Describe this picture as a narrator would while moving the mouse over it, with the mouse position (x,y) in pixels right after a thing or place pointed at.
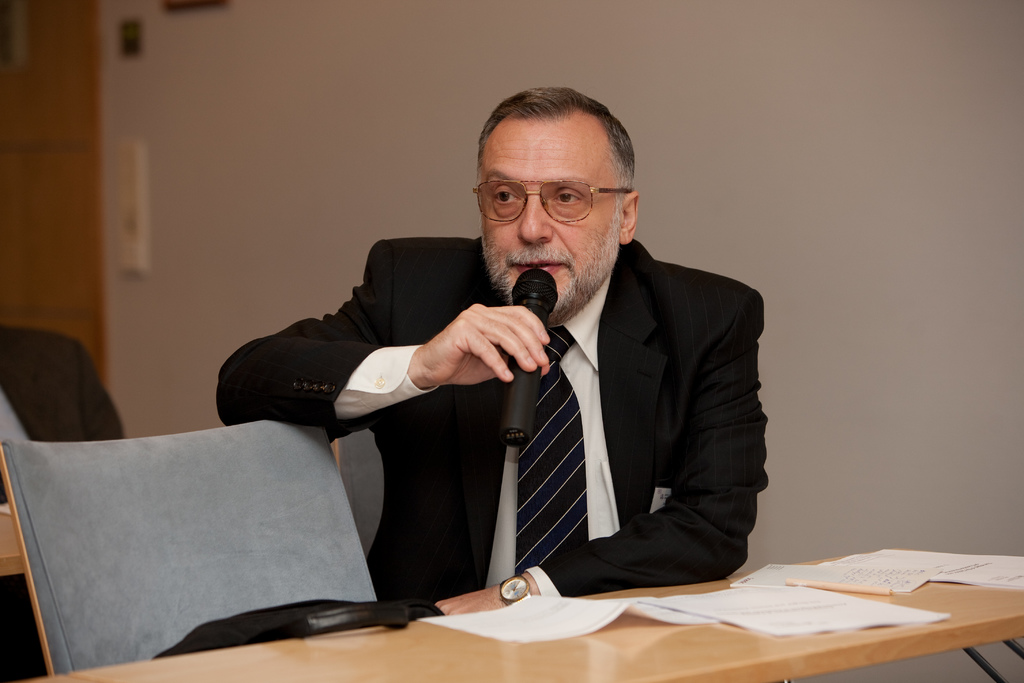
In this image I can see a person (404,306) wearing black blazer (623,370), white shirt (584,366) and holding a microphone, in front (581,653) I can see few papers (724,602) on the table (752,666) and the table (625,639) is in brown color. Background (857,343) the wall (823,347) is in white color.
